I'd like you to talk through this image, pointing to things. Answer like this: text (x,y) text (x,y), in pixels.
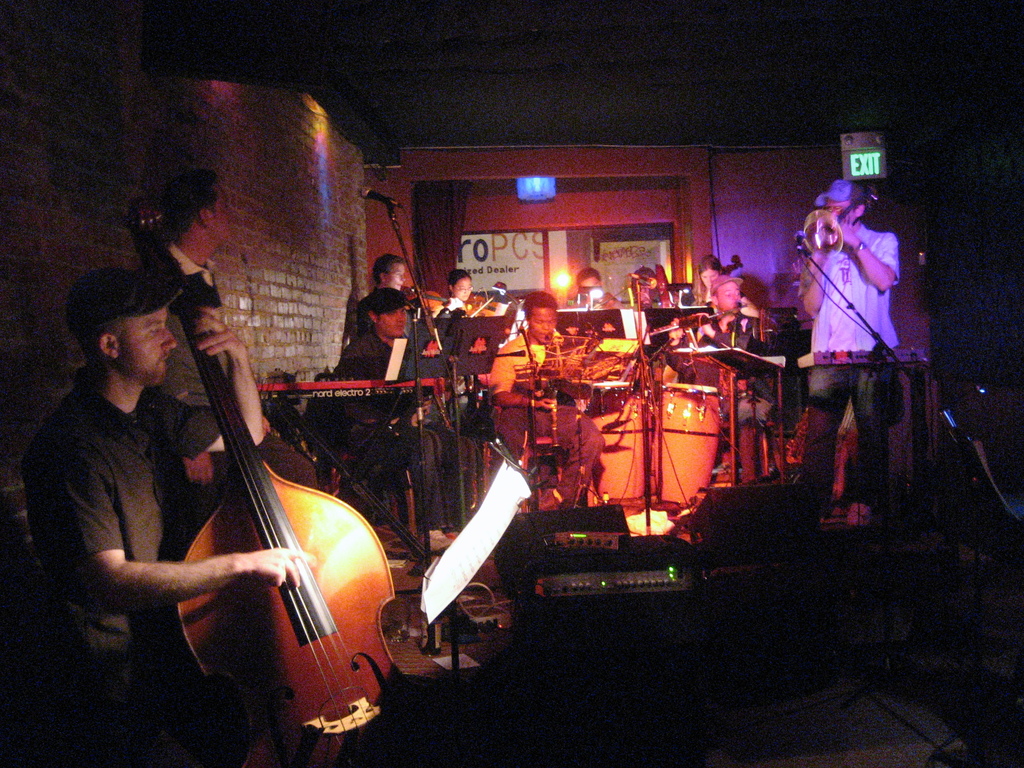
This image is clicked in a musical concert where it is clicked in a room (619,534). There are so many people (559,489) in this image, all of them are playing musical instruments (549,369). There is exit board (865,155) on the top right corner (866,168) and there is light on the top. There are so many wires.
